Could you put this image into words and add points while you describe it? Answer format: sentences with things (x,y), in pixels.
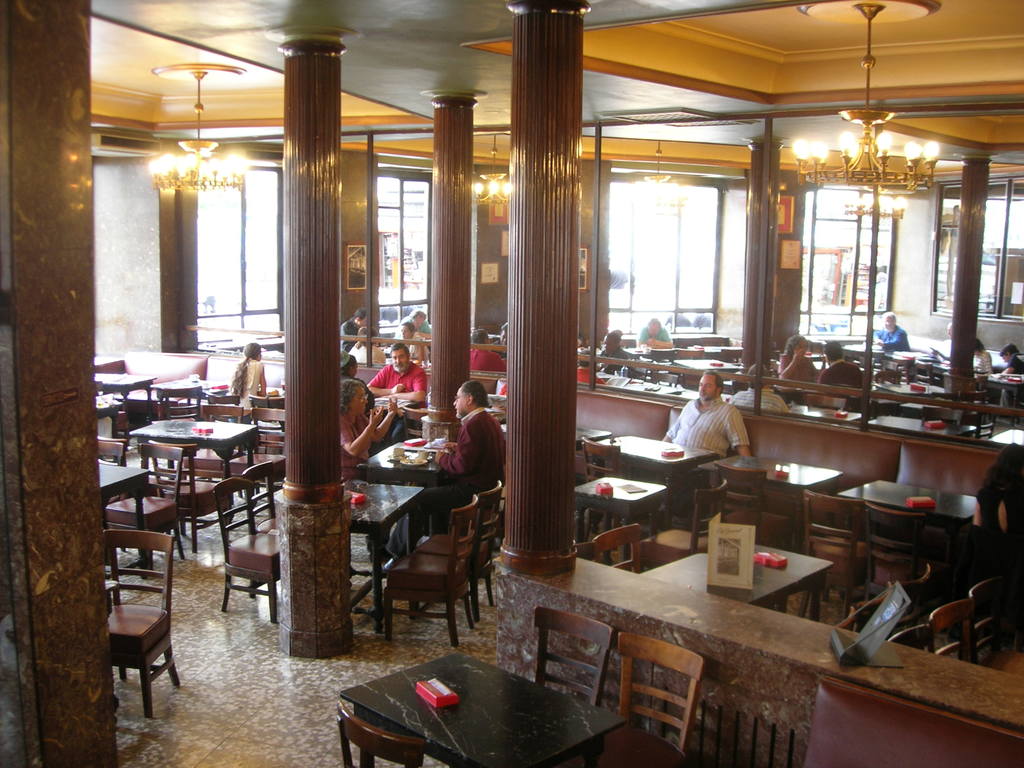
In this image i can see few persons (474,464) sitting in a chair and there are few tables (231,437) at the back ground (200,278) i can see a pillar (329,262), window (241,251) at the top (204,188) i can see a chandelier (198,158).
